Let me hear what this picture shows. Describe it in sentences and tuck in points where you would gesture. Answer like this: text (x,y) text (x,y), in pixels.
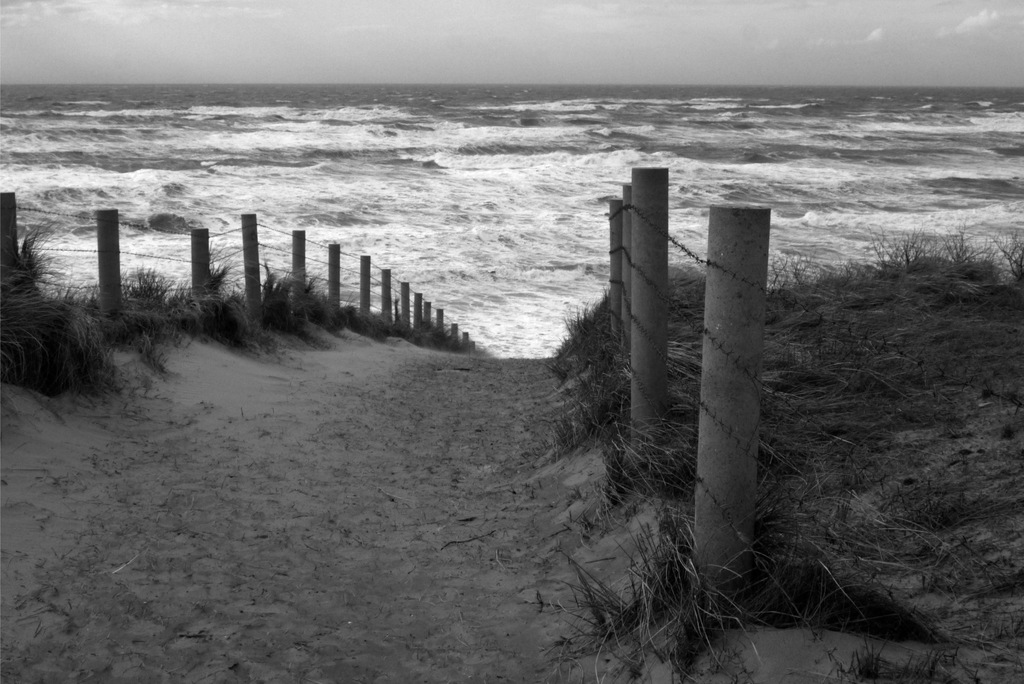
This is the black and white picture with an ocean (473,182) in the back (488,184), in the front (385,421) there is a path (399,400) with fence (665,256) on either side and grass (864,369) on the land (864,343) and above its sky (644,44).
